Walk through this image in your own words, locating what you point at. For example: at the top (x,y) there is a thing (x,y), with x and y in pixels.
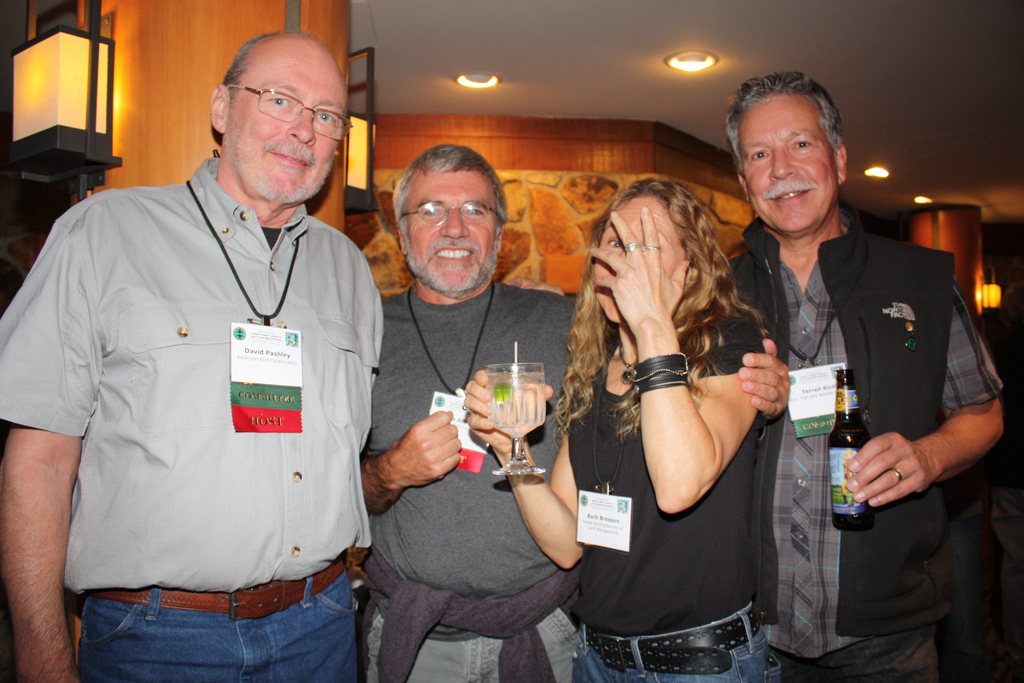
In this picture we can see four persons (339,316) are standing and wearing id cards (606,534) and a lady (468,409) is holding a glass (499,388) with straw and a man (867,461) is holding a bottle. In the background of the image (995,313) we can see the wall (576,198), pillars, lights (988,302). At the top of the image (673,88) we can see the roof (673,88) and lights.
